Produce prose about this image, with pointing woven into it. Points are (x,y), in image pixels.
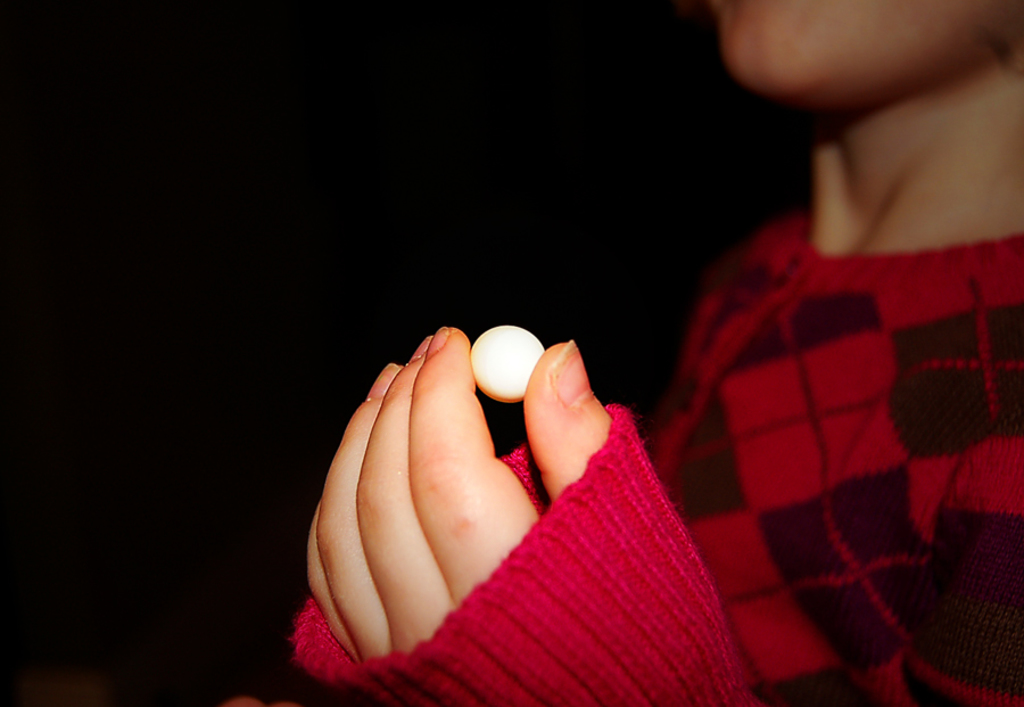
In this picture there is small boy (741,460) wearing red color sweater (733,492) standing and holding small white color ball (485,391) in the hand (441,357). Behind there is a black background (660,187).
